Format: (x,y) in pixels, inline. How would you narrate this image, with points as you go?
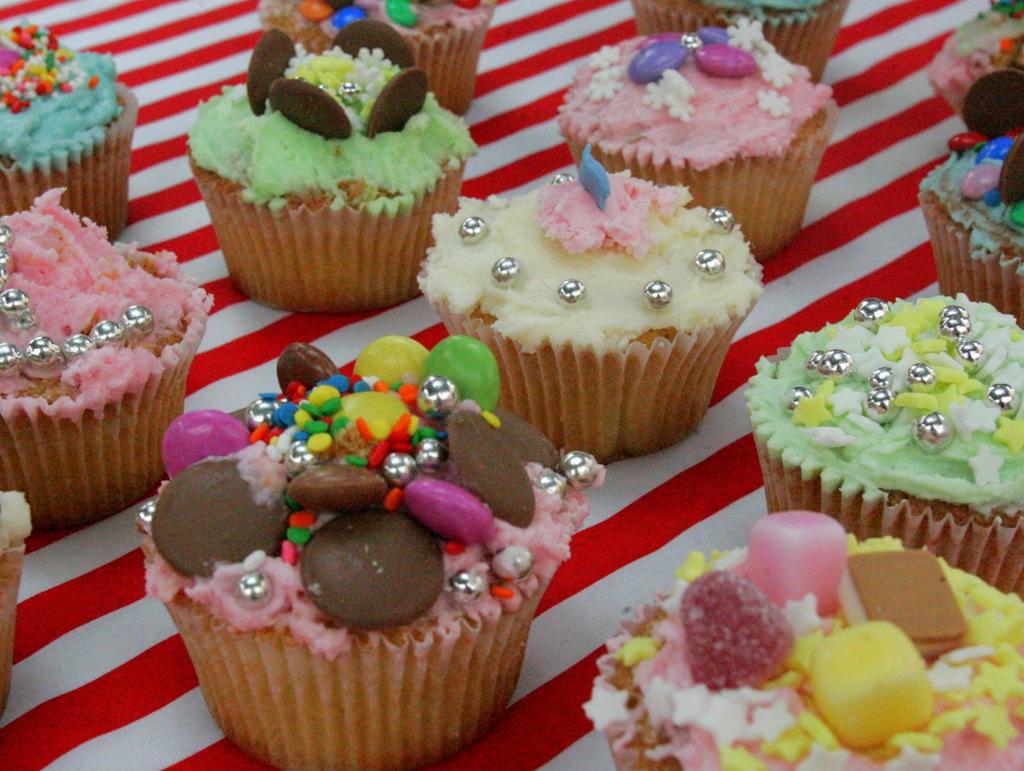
In this image, there are cupcakes (481,430) placed on the table (719,537).
